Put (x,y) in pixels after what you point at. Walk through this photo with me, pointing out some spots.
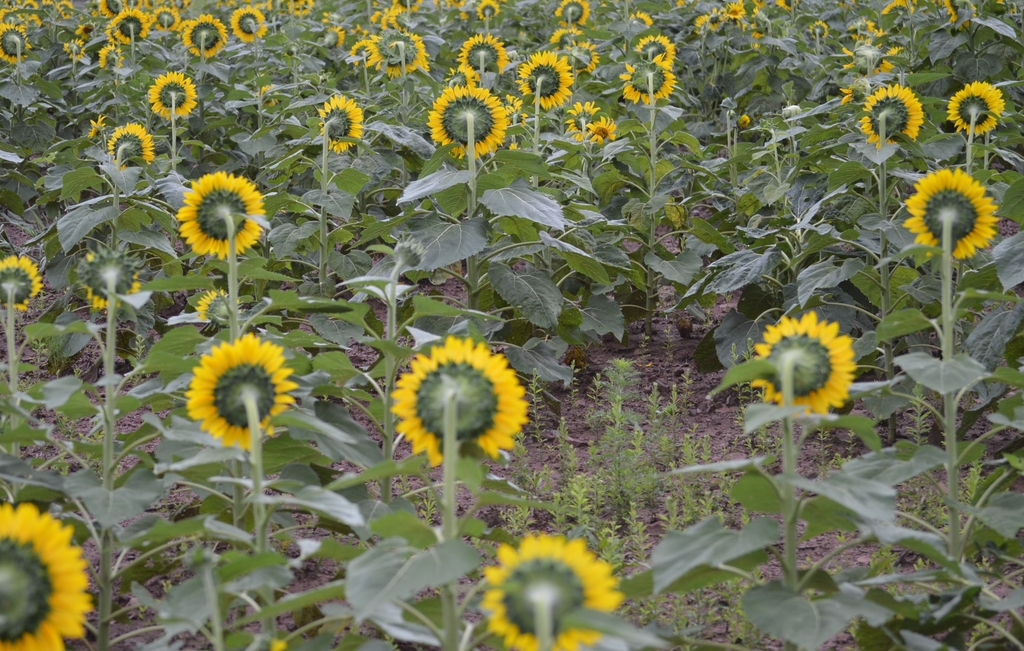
In this picture I can see number of plants (473,309) and number of yellow color flowers (424,53).
